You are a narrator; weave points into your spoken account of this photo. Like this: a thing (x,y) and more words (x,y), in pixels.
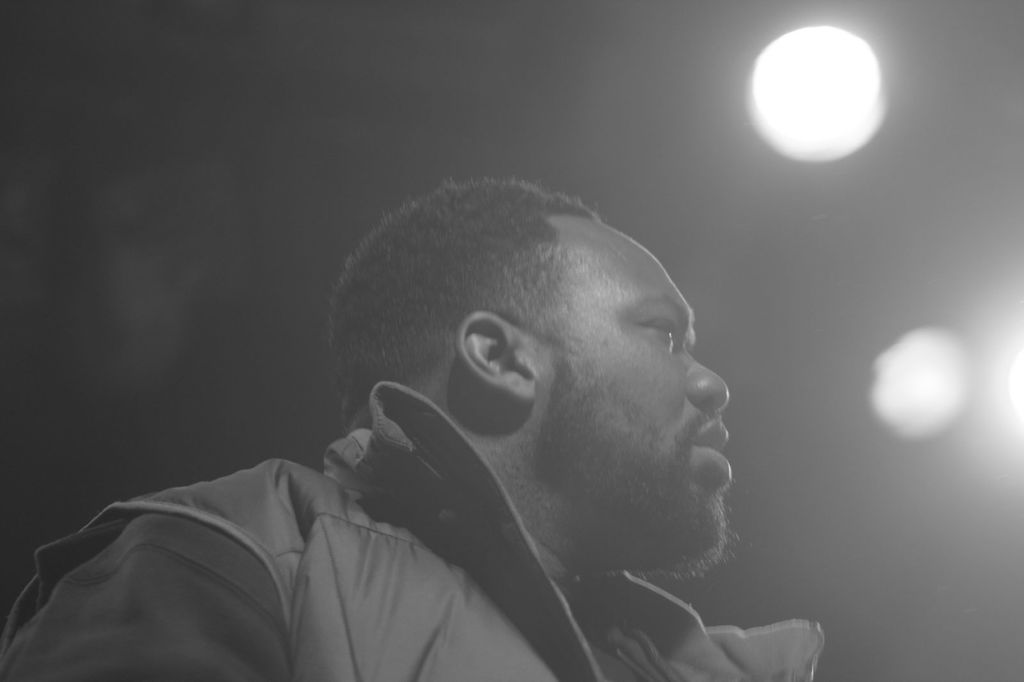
In this image we can see the black and white picture and there is a person (724,553) and in the background (890,414), we can see the lights (836,142) and the image is dark.
